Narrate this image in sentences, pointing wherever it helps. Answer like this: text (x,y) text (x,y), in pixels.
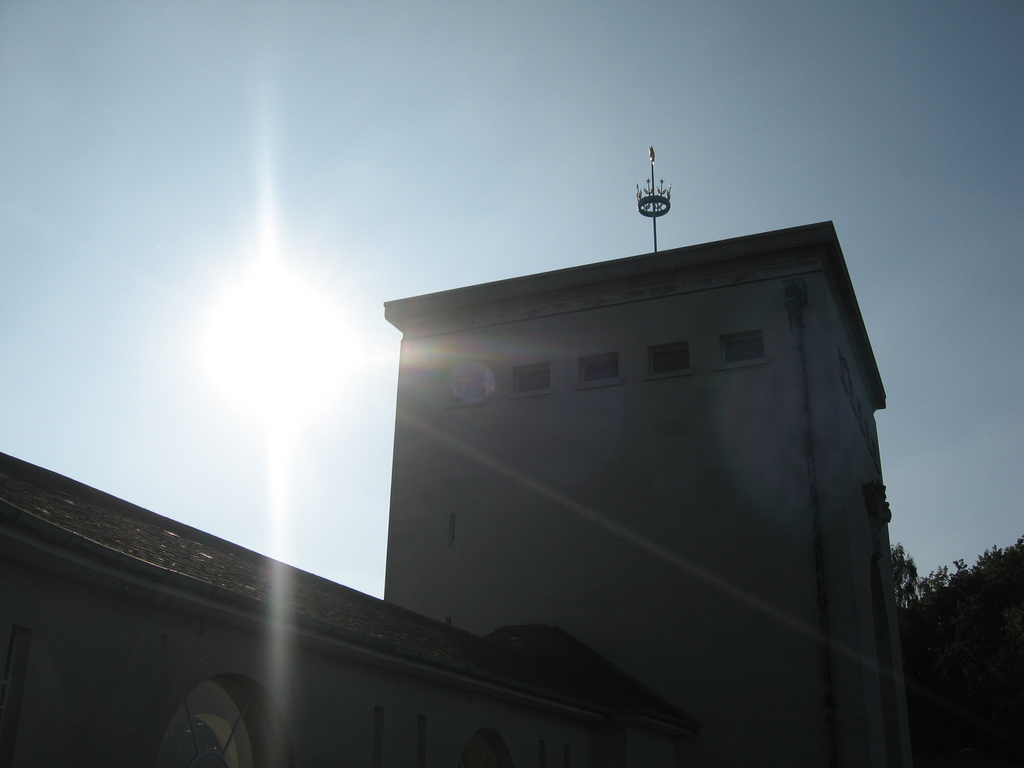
In this picture there is a building (500,746) on the right side of the image (705,631) and there are trees (962,744) on the right side of the image (978,644), there are windows (746,331) on the building (657,341), in the center of the image (665,374) and there are glass doors (212,696) at the bottom side of the image (190,700).
